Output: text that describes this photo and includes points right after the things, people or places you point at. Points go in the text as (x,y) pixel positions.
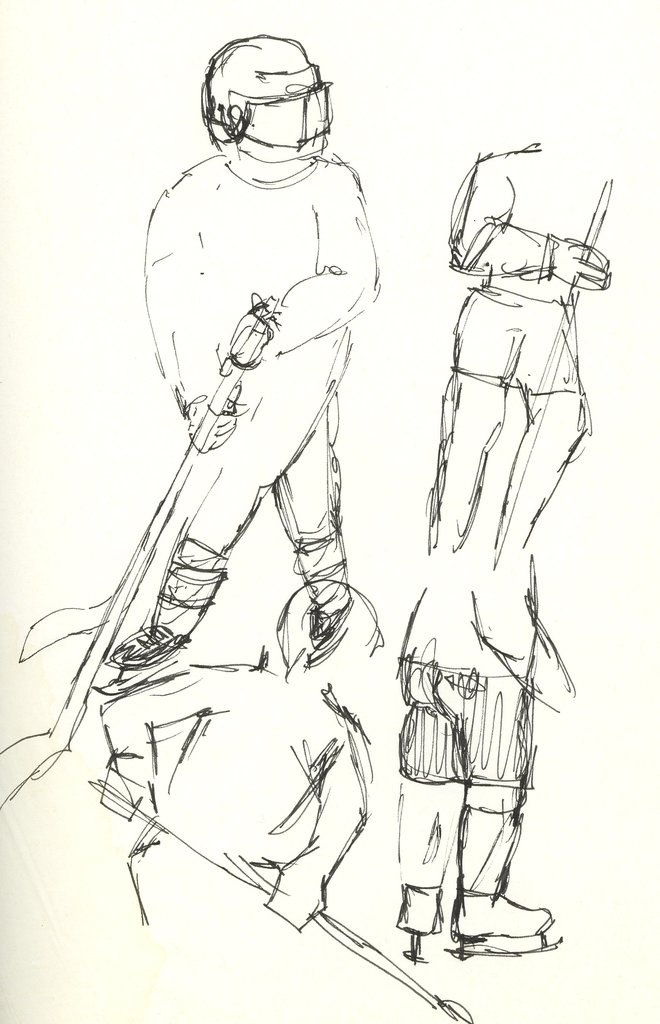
In this image there is a sketch (310,245) of a few people (324,551) holding an object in their hand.
